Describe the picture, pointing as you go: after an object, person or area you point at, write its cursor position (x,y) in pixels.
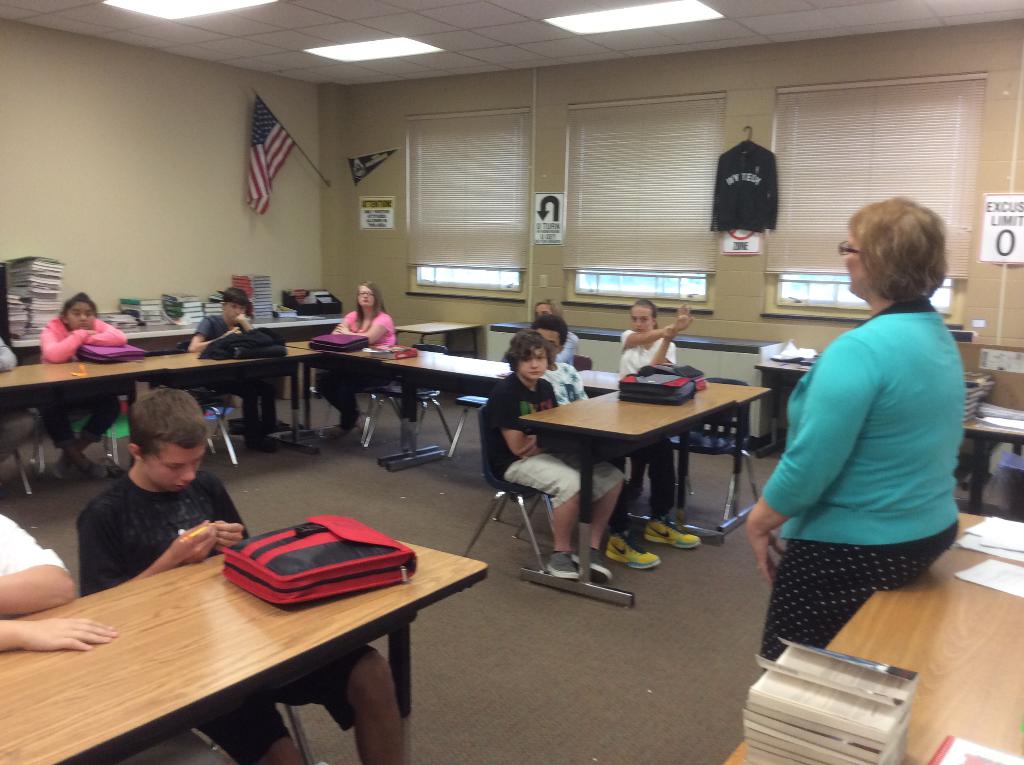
This image is clicked in a room (481,244) where in the middle (621,269) there are Windows (682,253) and window Blinds (633,193) and a flag (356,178). There are lights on the top (711,17). There are benches (589,463) and chairs (526,486). Children (206,498) are sitting on chairs (39,448) and on the table (679,418) there are bags (630,395), books (902,668), papers (1022,567). Back side there is a table (275,324) on which all the books (124,305) are placed.
